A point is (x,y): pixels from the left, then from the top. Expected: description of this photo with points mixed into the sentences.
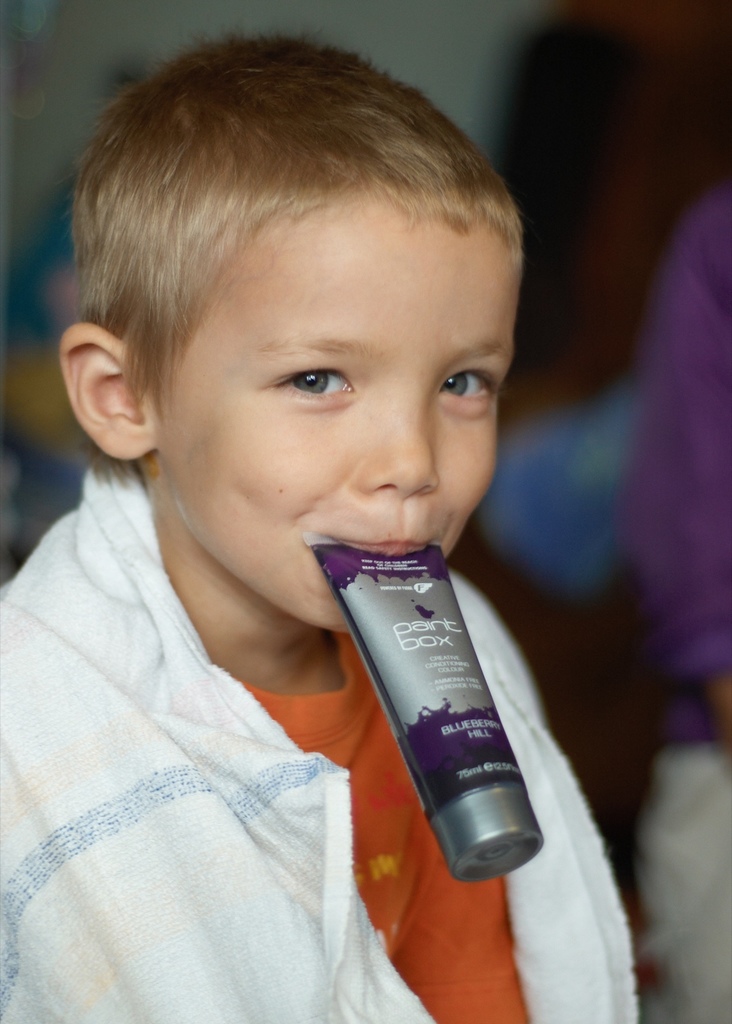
In this image there is a child (375,399) placed a pack of cream (428,690) in his mouth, beside him there is another person (652,889). The background (547,466) is blurry.
